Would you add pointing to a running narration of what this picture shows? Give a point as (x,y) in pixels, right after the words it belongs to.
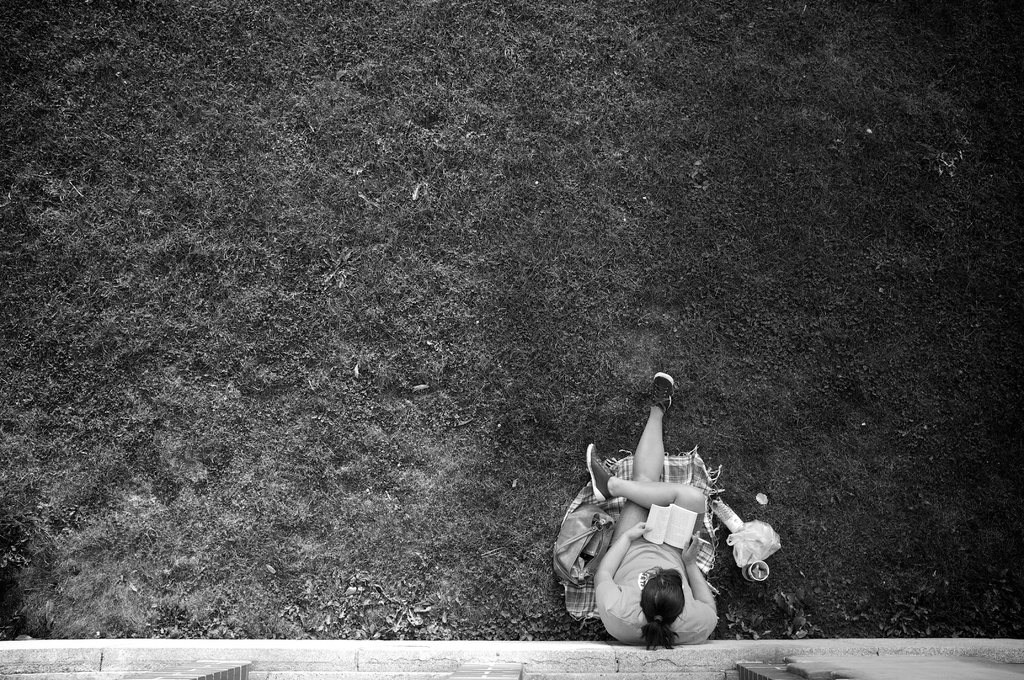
In this picture we can see a person (686,549) sitting and reading a book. There is a bag (589,529), cup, cloth (705,521), cover (731,545), bottle (735,515) and few other things (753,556) on the ground (490,515). Some grass (490,515) is visible on the ground (454,414).
